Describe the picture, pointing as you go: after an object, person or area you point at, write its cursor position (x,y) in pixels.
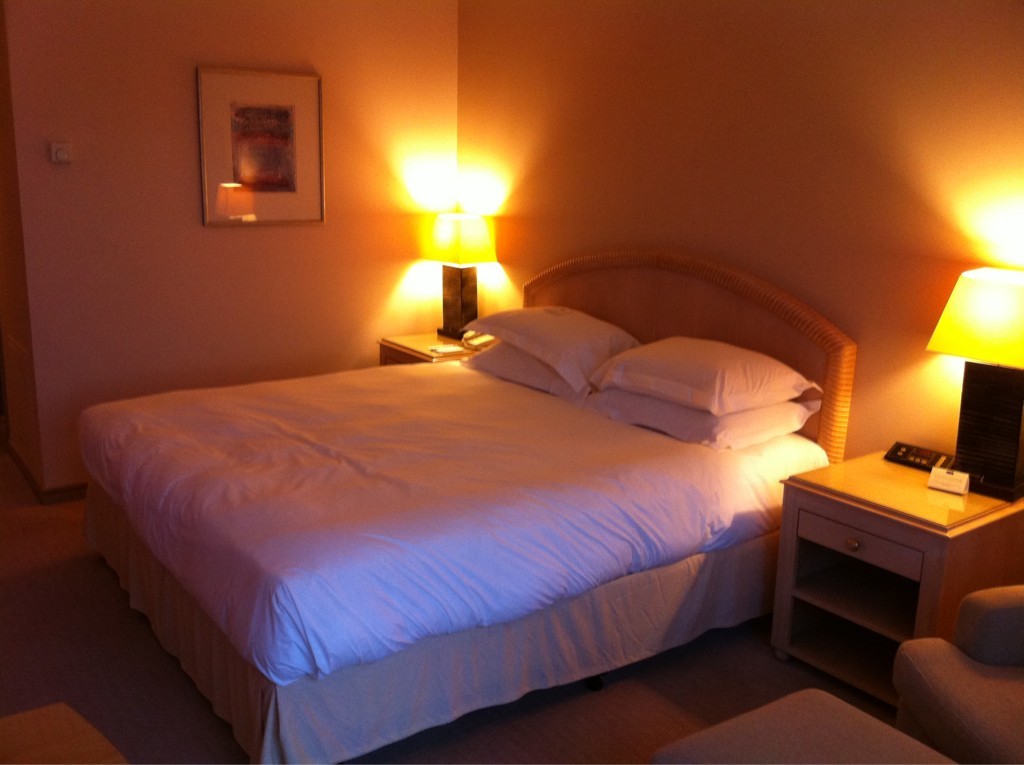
Here we can see a bed (548,635) with pillows (544,348) on it and there are lights (977,399), lamps (470,305) placed on either side of the bed (247,427) and on the wall (250,318) we can see a portrait (216,186).
